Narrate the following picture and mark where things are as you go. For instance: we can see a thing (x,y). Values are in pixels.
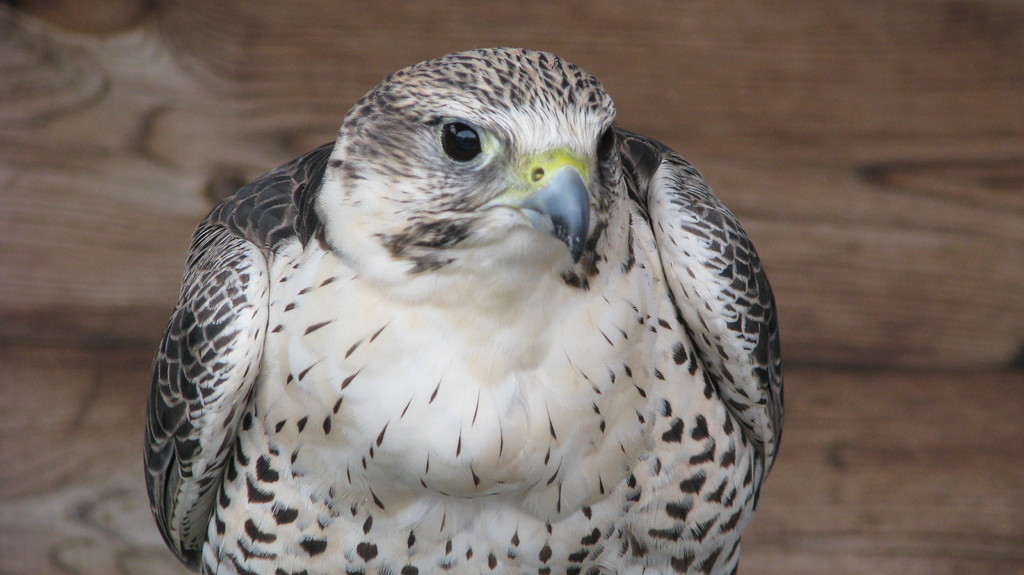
In the image we can see a bird (509,440), white, black, gray and yellow in color and there is a wooden surface (794,227).
